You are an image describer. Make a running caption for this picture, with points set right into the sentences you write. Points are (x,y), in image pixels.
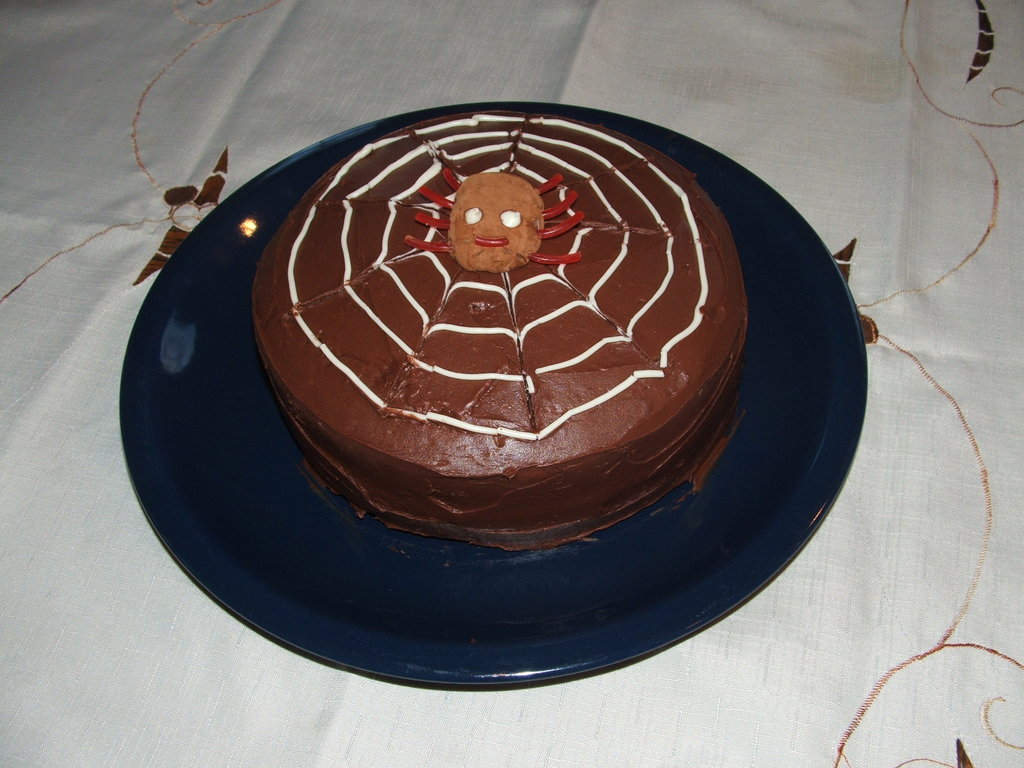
This image consists of a cake (367,383) is kept on a blue color plate (545,559). The plate (621,621) is on the table (904,410) which is covered with white cloth (73,631).
